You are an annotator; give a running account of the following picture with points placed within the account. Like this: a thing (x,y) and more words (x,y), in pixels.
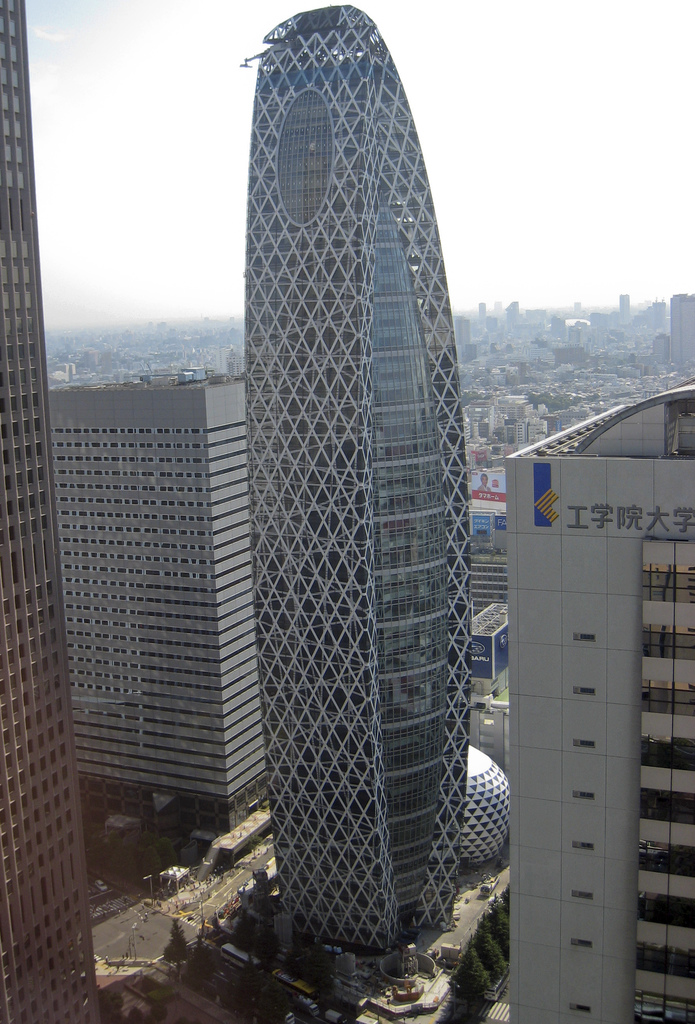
In this picture I can observe buildings (358,497) in the middle of the picture (307,364). In the bottom of the picture (147,928) I can observe roads (150,954). In the background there is sky (565,127).
